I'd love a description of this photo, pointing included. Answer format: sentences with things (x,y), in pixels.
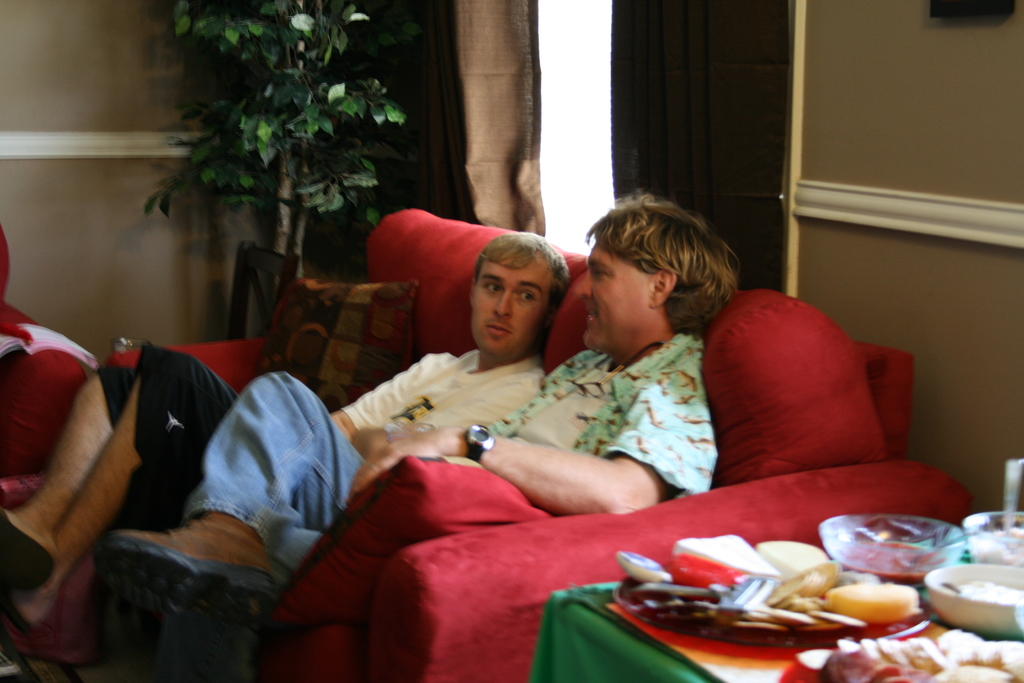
In this picture there are two person (624,386) sitting on the couch (518,611). On the bottom right corner (957,535) we can see glass bowls (938,535), cup (954,576), plate (854,579), bread (826,573), box (692,565), sweets (860,652) and other objects (868,674) on the table (689,651). On the top right (815,85) there is a wall (815,69). On the top (264,68) there is a plant (266,153) near to the wall (200,133).
